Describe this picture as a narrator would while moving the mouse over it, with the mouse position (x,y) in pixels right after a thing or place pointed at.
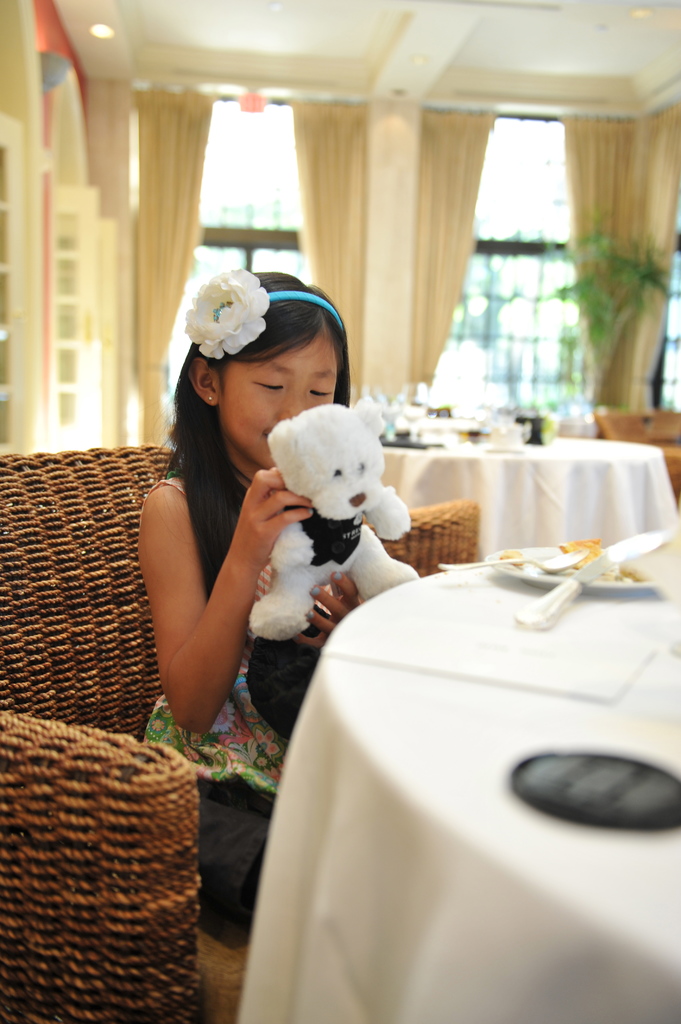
This picture describes about a girl (185,590) seated on the chair (49,651) and she holds a toy (290,464) in her hand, in front of her we can see a plate (536,553), spoon (556,558), knife (573,587) on the table (512,760) and also we can see a plant (606,342) and some curtains (353,183) in the background (441,191).
